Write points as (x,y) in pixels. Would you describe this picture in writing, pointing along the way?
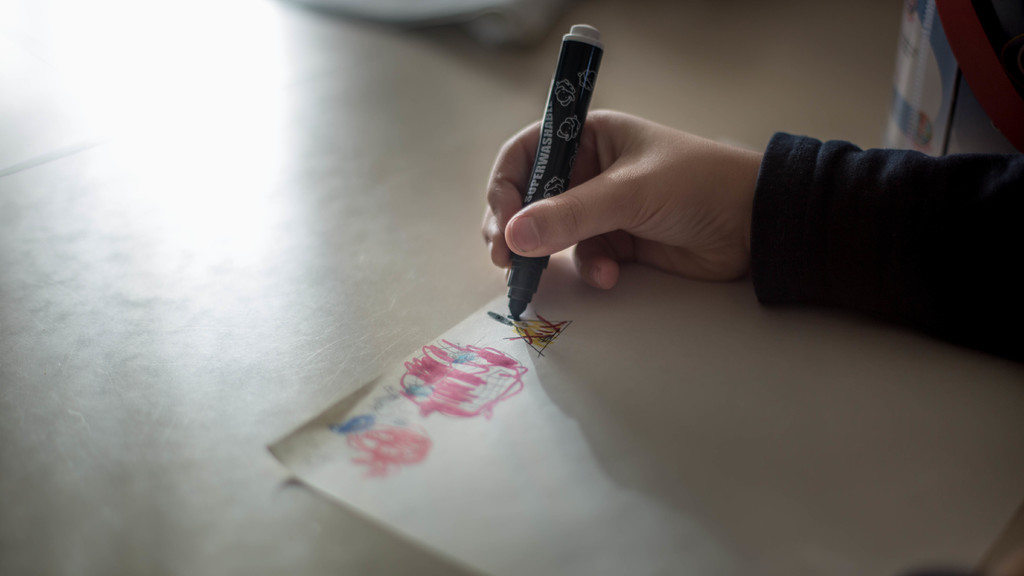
This is a zoomed in picture. On the right (898,303) there is a hand (538,231) of a person (751,227) holding a sketch pen (516,310) and drawing the sketch (484,375) of some objects (452,401) on a paper (651,446). In the background (316,151) we can see some objects (956,43) and a table (168,296).
